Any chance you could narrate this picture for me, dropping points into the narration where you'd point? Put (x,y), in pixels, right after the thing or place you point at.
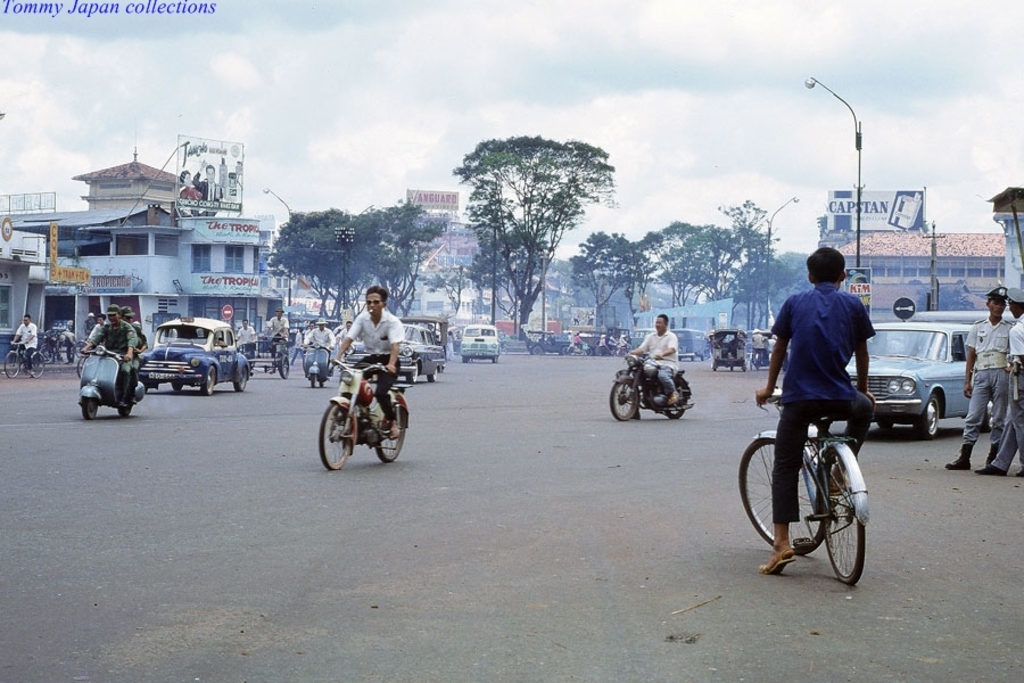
The picture is consists of road (716,377) side view where, there are cars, bikes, and bicycles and there are some trees (583,260) around the area and there are two cops (993,374) those who are standing at the right side of the image (982,368).
